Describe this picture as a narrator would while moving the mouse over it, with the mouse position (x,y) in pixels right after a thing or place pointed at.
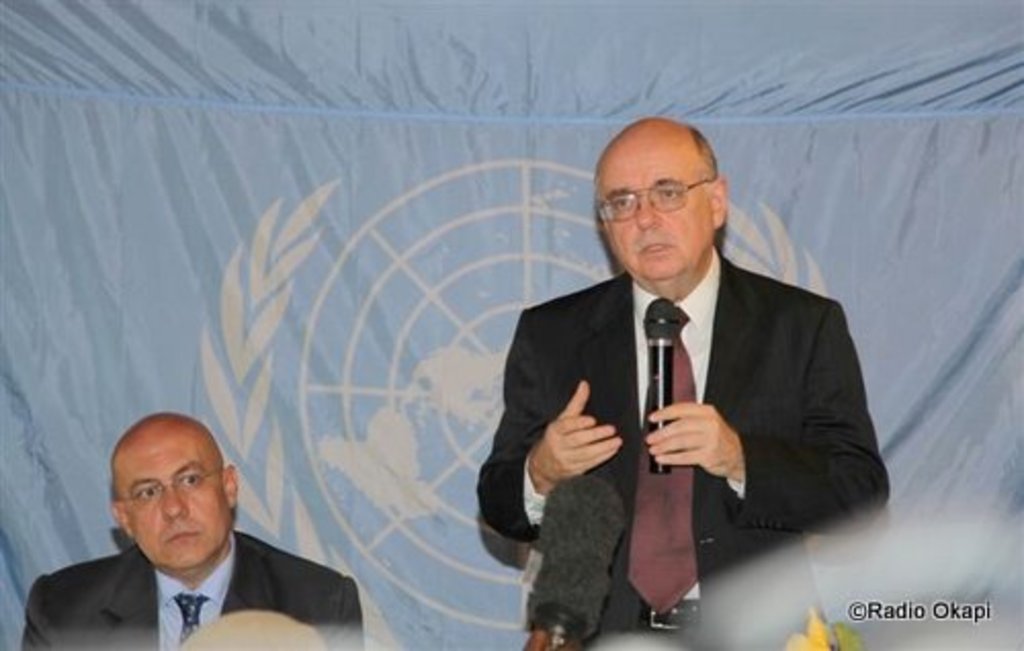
In this image I can see two persons (555,472). In front (728,336) the person (605,425) is wearing black blazer (737,321), white shirt (707,344) and brown color tie (674,391) and holding the microphone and the background (469,330) is in blue and white color.
